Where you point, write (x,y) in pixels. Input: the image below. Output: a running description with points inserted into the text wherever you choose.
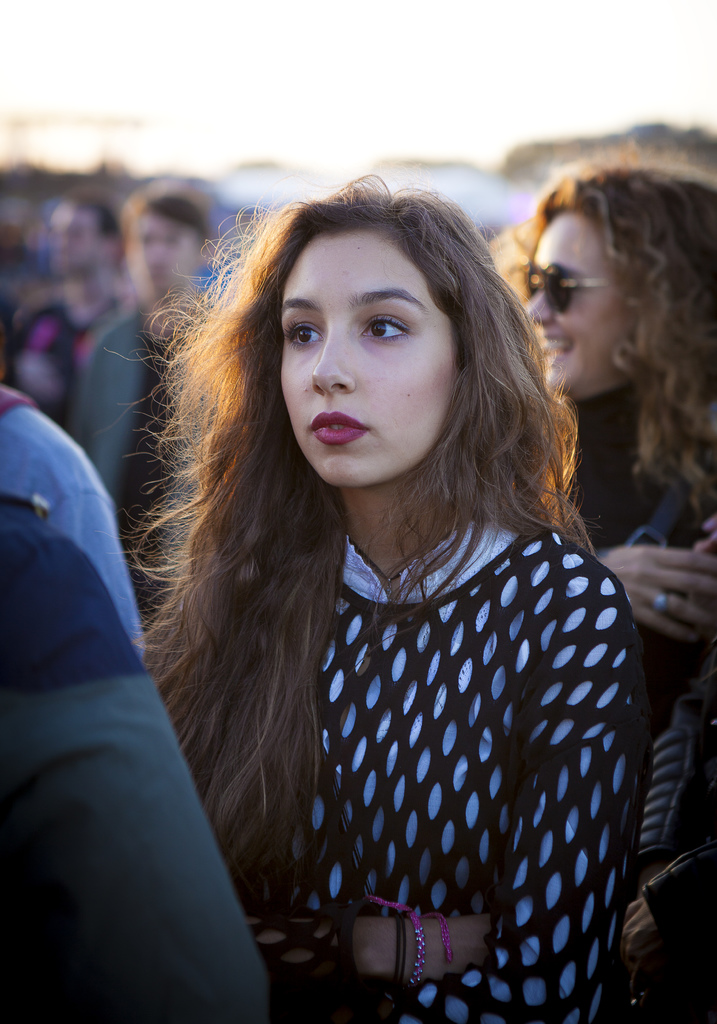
In this image we can see a woman (425,611) wearing black and white dress (419,752). The background of the image (8,257) is slightly blurred, where we can see a few more people (187,257).
